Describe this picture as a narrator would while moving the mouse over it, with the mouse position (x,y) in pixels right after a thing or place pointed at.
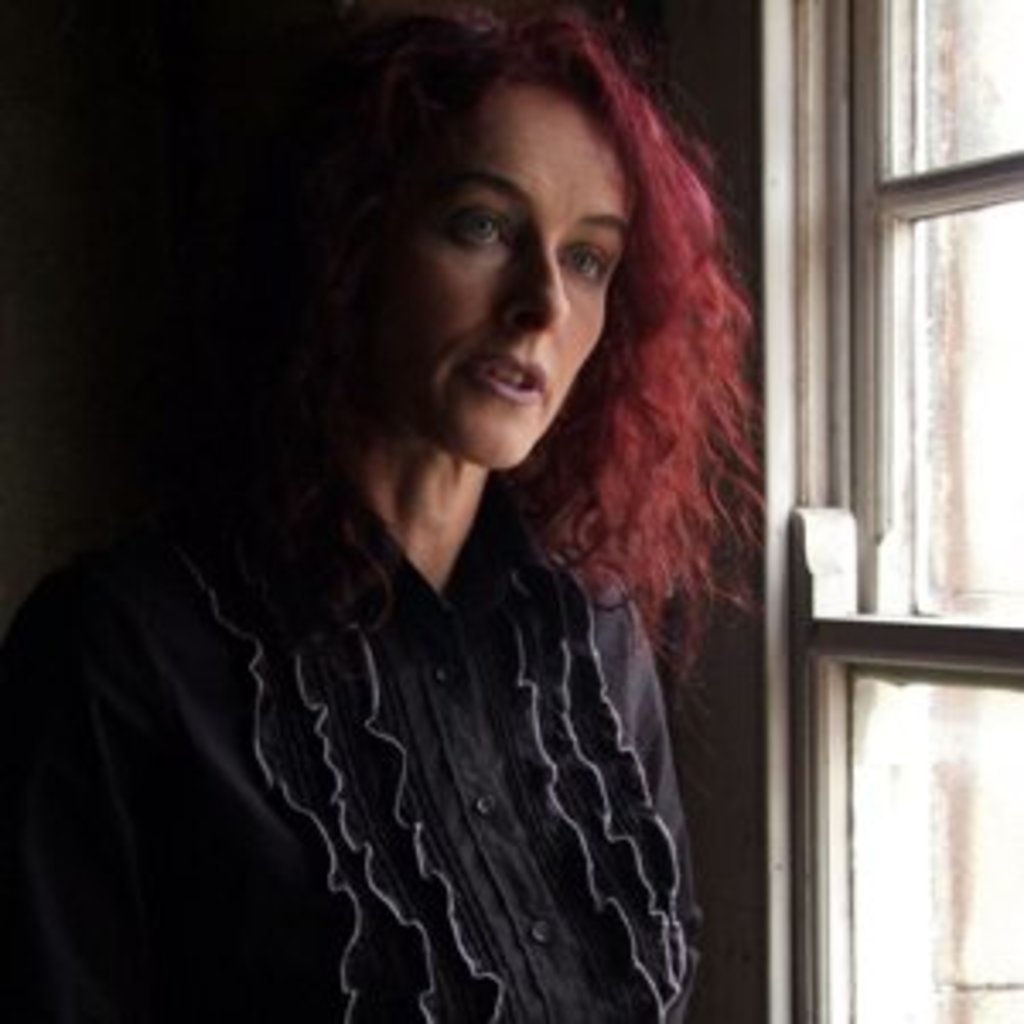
In this image there is a lady (464,582) standing beside the glass window (818,489).
